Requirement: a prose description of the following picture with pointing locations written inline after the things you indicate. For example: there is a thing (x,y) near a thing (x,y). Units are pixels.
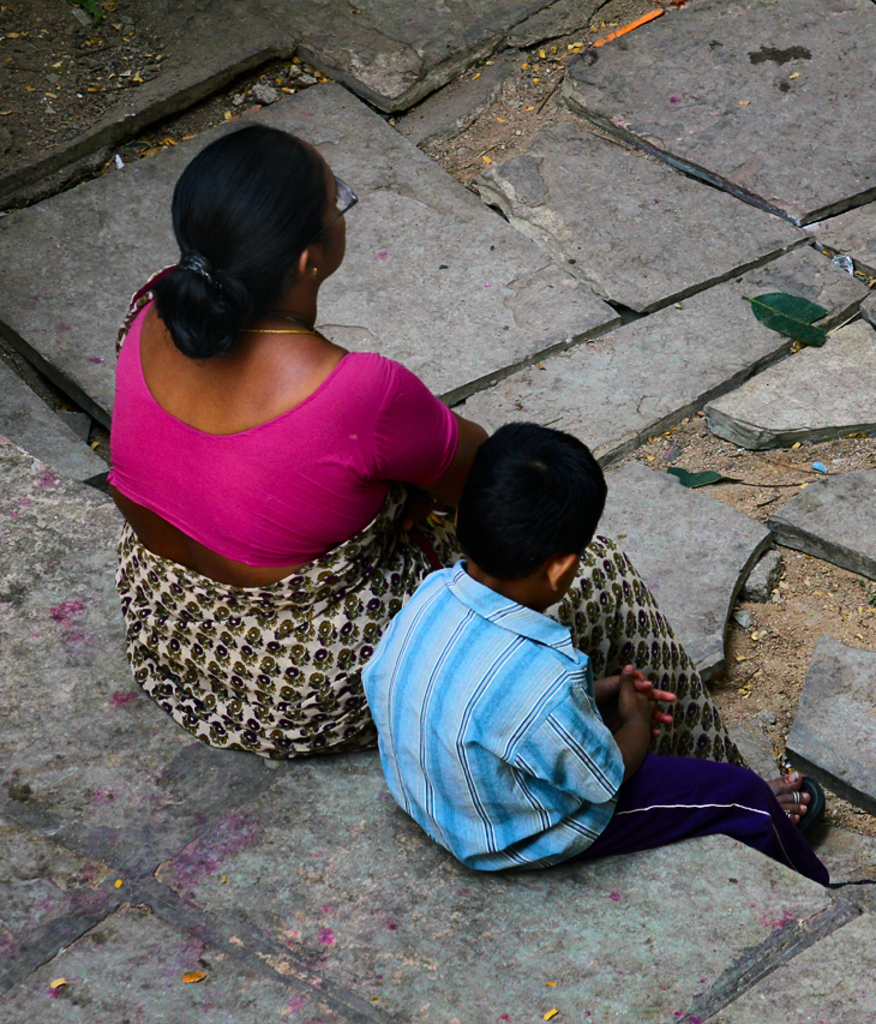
In this image, we can see two persons (272,350) wearing clothes (517,665). In these two persons (331,428), one of them is a kid (529,632). There are some granite tiles (728,558) on the ground (454,306).
